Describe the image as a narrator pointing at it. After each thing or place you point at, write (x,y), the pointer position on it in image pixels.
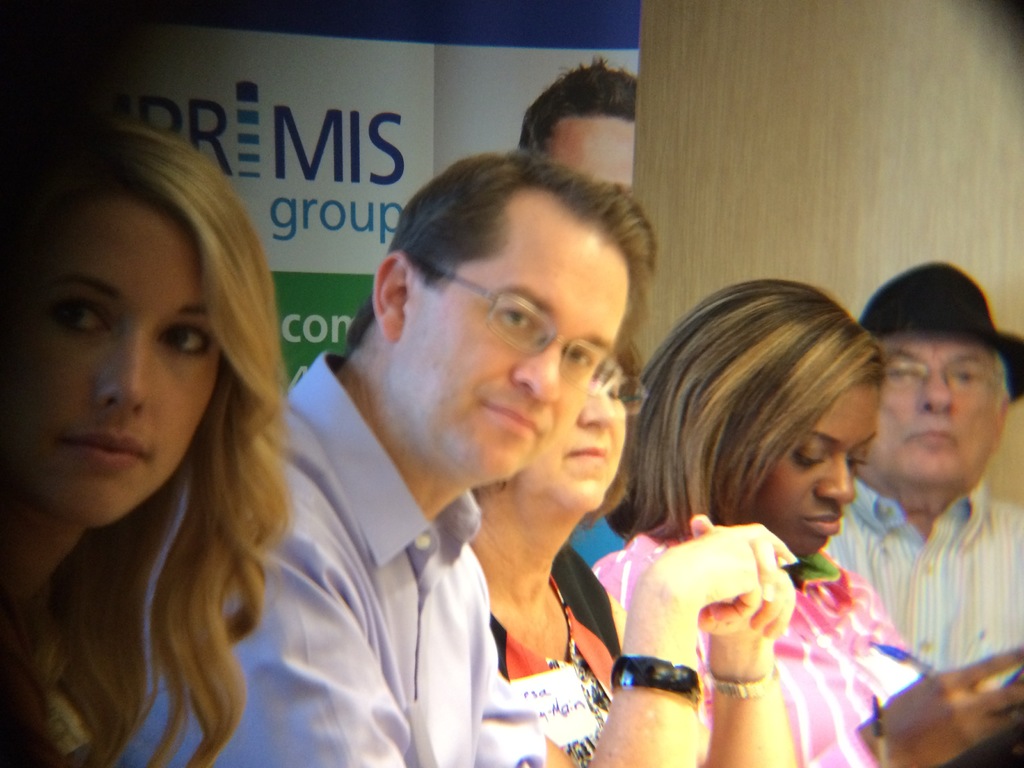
In this picture there are group of people (813,514) sitting and there is a woman (833,621) with pink shirt (837,719) is sitting and holding the object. At the back (505,115) there is a board (398,38) and there is text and there is a picture of a person (544,149) on the board (478,146).
